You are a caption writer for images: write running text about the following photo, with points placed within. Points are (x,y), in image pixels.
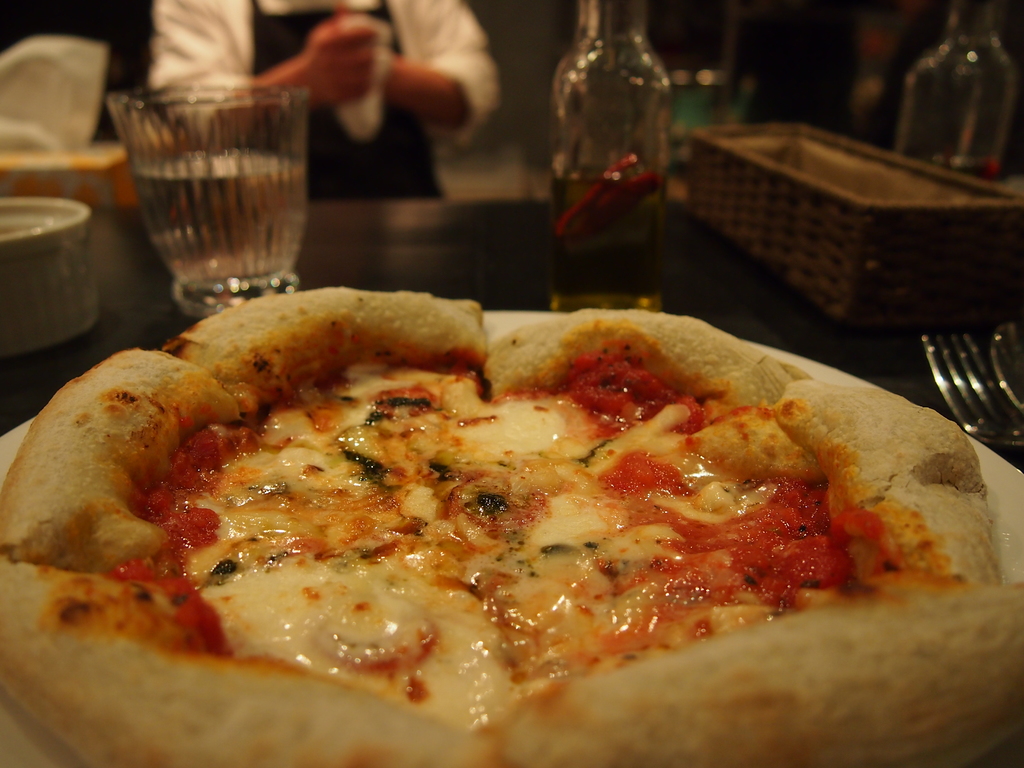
This is the picture of a table (193,319) on which there is a pizza (514,481), some glasses (192,279) around it and a fork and a box (773,202).
